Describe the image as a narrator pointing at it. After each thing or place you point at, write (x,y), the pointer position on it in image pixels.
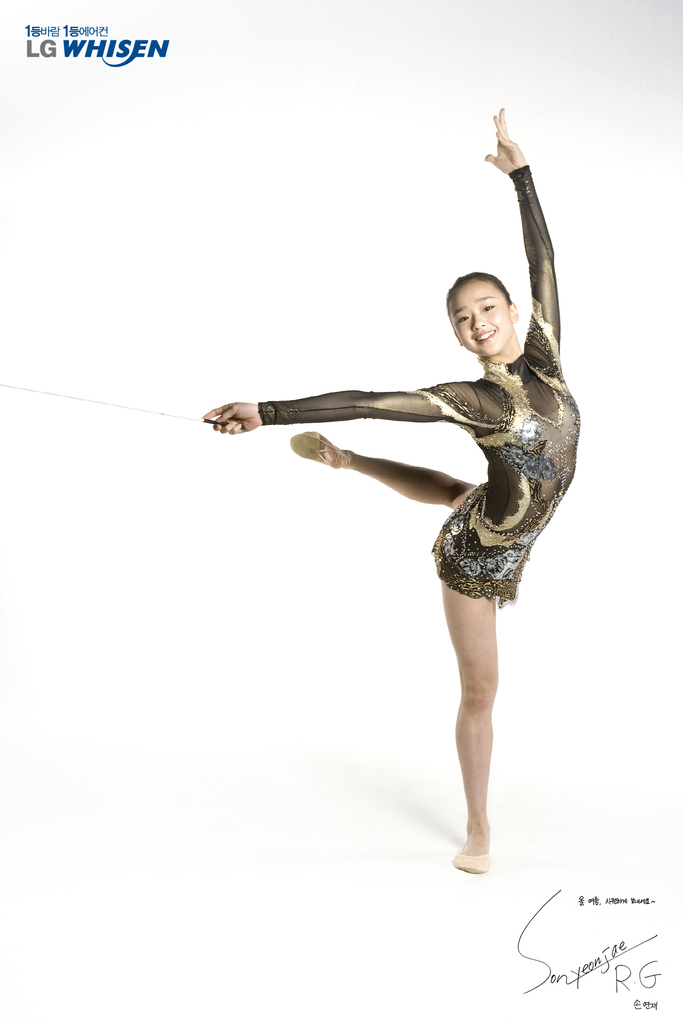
In this image we can see a woman (520,393) wearing a dress (506,493) is standing and holding a stick (104,403) in her hand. In the background (631,902), we can see some text (73,48).
